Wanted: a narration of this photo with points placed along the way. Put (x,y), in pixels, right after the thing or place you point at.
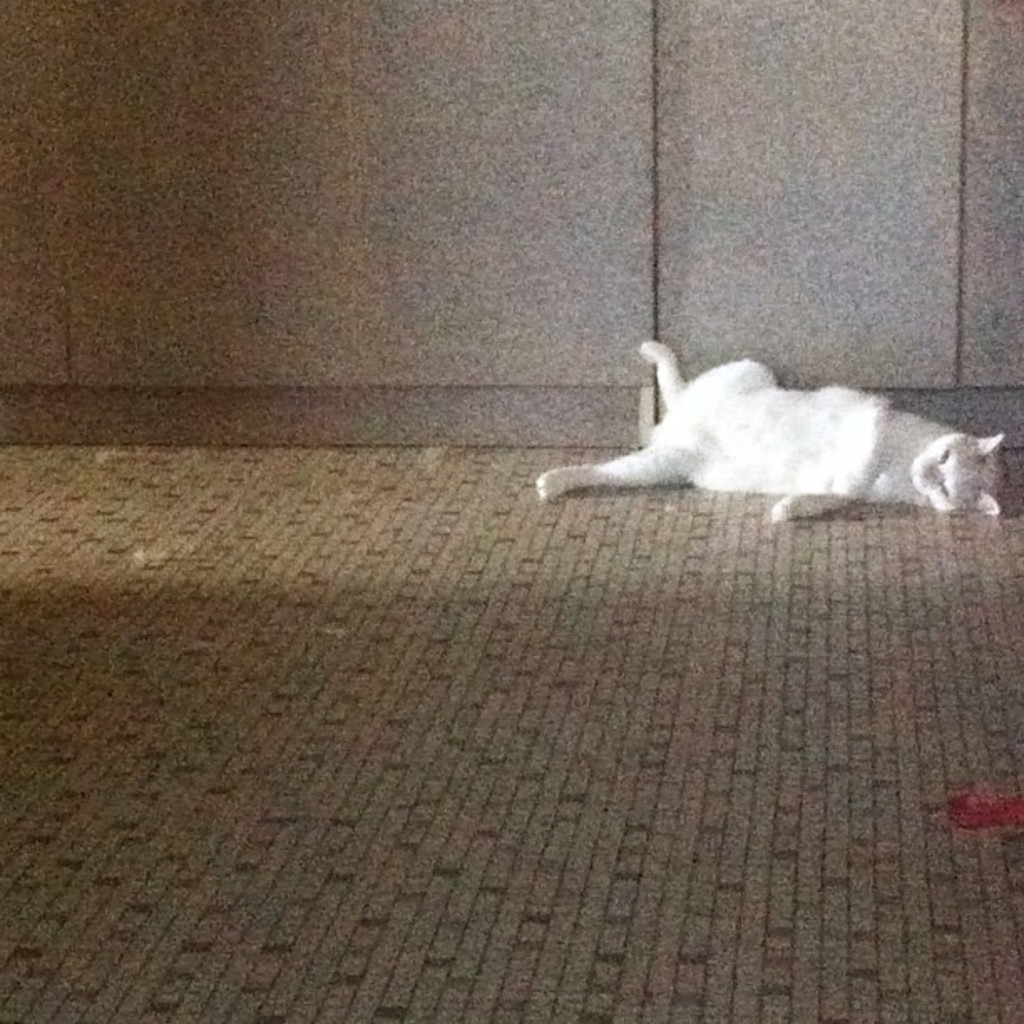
In the image we can see a cat (779,450), white in color and the cat (773,434) is lying on the floor (442,695). This is a floor (359,671) and a wall (342,156).
